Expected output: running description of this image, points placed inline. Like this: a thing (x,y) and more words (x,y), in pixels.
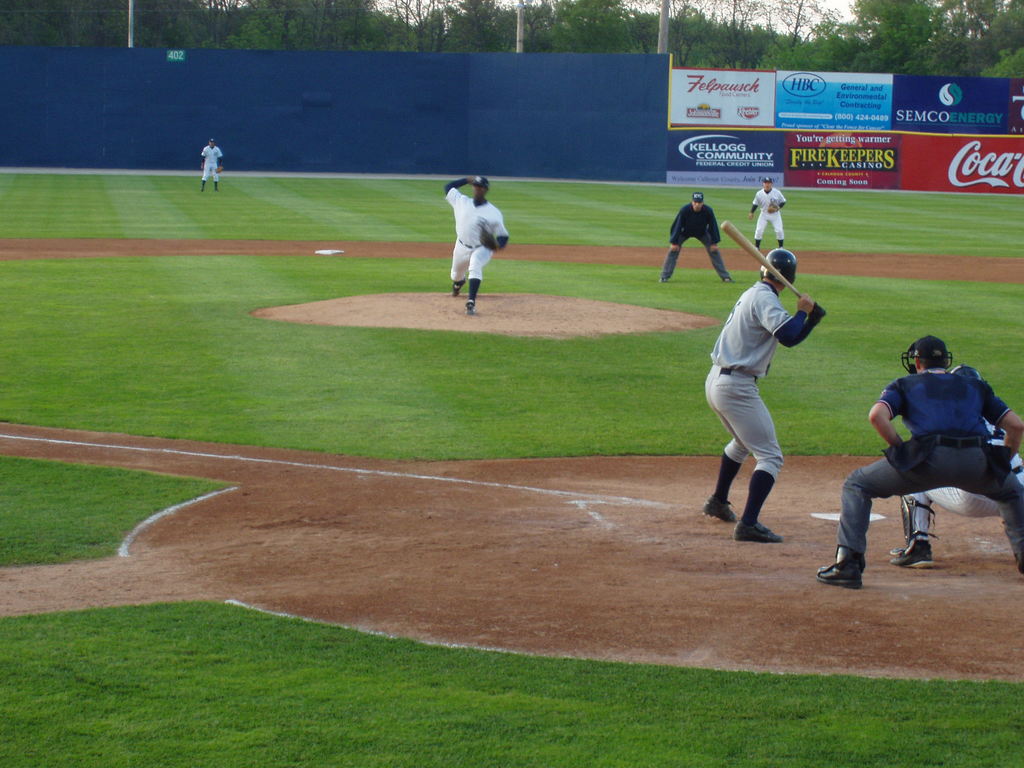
These people (1012,436) are playing baseball game. This man (751,437) is holding a bat (737,236). Background (860,159) there are hoardings (865,94) and trees (470,22).
